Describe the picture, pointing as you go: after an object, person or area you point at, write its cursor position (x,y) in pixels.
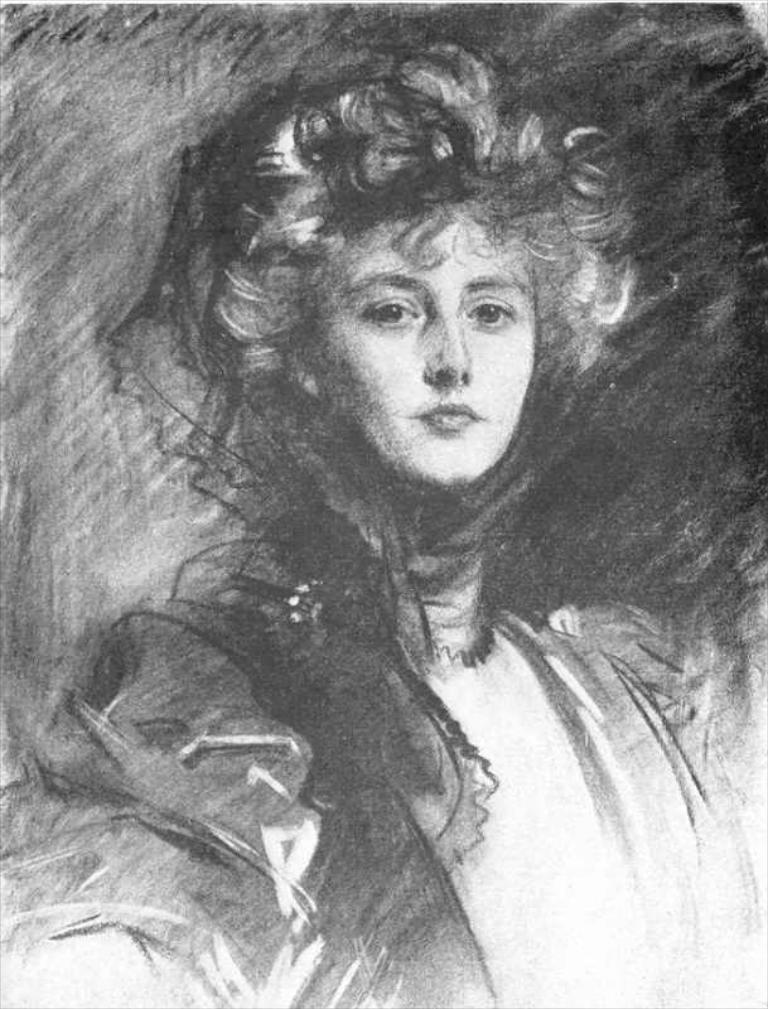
As we can see in the image there is drawing (378,462) of a woman (365,513).
